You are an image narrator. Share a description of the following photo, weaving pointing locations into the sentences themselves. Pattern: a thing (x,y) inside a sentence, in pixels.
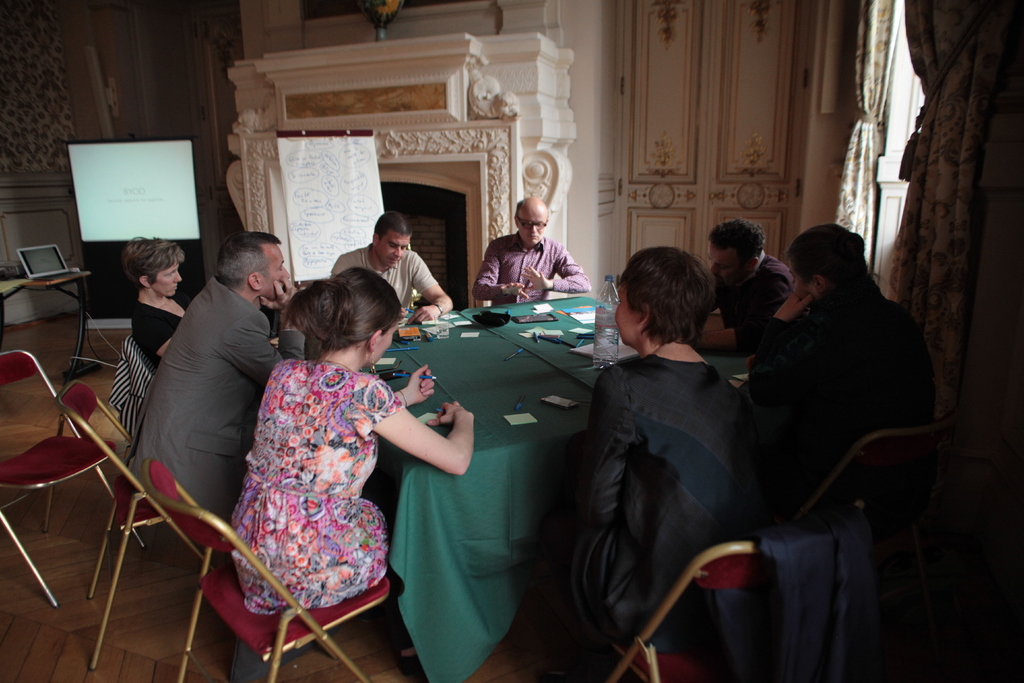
In the image we can see there are people (512,259) who are sitting on chair (129,537).
